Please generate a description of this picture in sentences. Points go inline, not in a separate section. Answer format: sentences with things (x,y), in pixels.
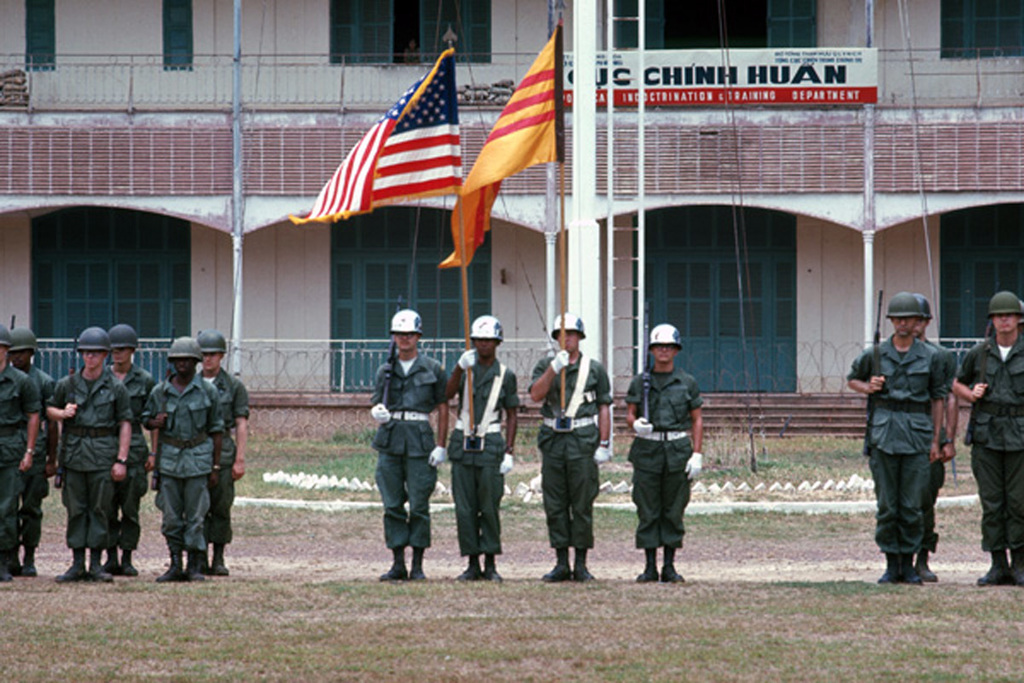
In this picture we can see a group of people (405,518) on the ground (438,572), they are wearing helmets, some people (576,522) are holding flags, some people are holding guns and in the background (824,352) we can see a building (922,22), ladder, some stones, grass (809,594).
